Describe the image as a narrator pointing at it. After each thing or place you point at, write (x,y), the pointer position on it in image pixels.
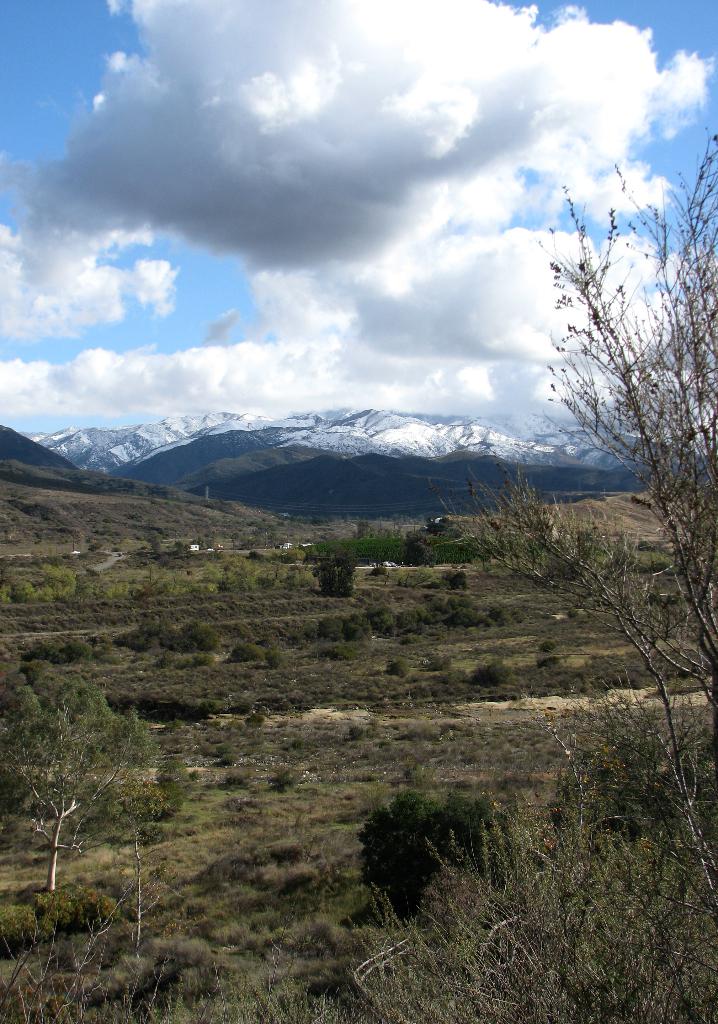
In this image we can see plants (157,622) and trees (411,832). In the back (224,426) there are hills (271,428) and sky (321,235) with clouds (303,229).
